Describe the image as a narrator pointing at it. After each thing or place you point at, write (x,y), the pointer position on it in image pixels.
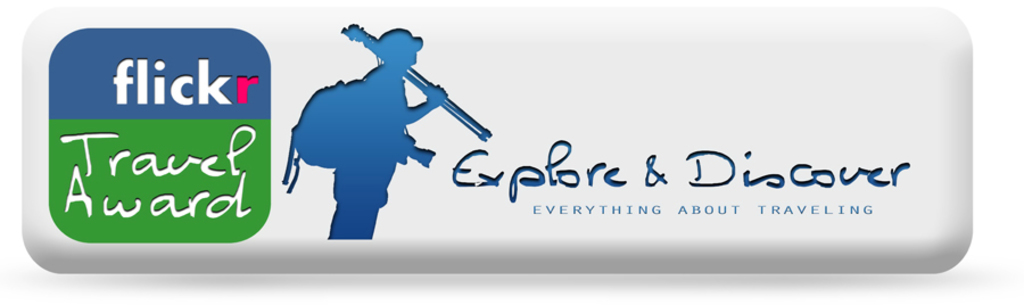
In this image there is an object (727,54) that looks like a board (444,123), there is text (455,163) on the board (483,154), there is a man (391,98) standing, he is wearing a cap (410,36), he is wearing a bag (314,121), he is holding an object (345,32), the background of the image is white in color.
